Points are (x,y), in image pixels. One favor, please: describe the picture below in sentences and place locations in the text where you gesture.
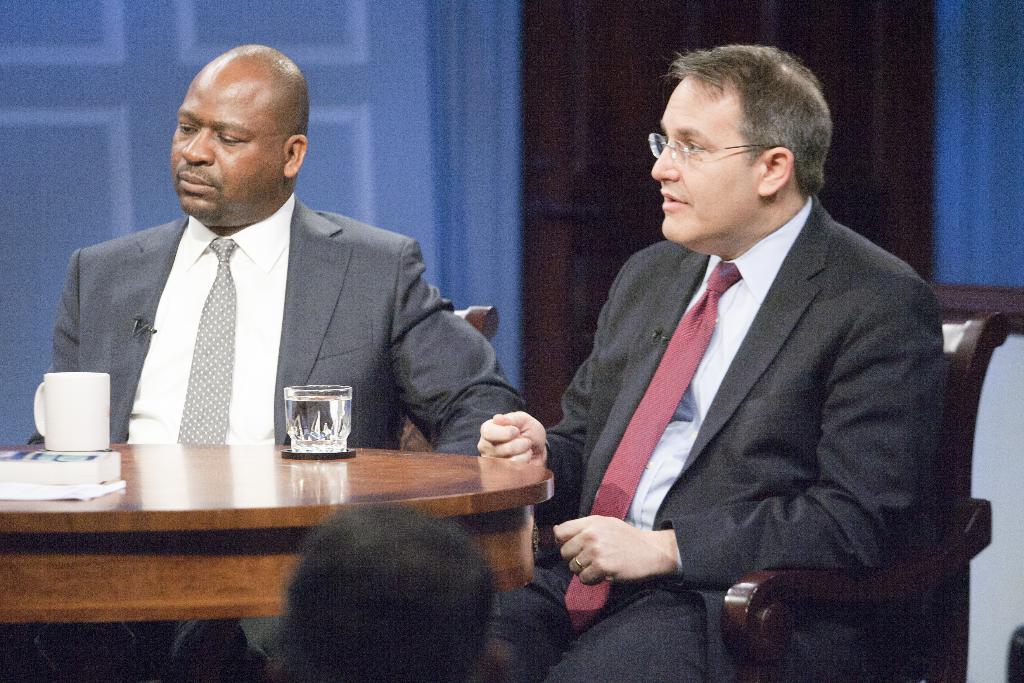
In this image i can see two persons (665,426) who are wearing suits (352,368) in front of them there is a glass (321,451) and coffee cup (103,440) on the table (194,512).
